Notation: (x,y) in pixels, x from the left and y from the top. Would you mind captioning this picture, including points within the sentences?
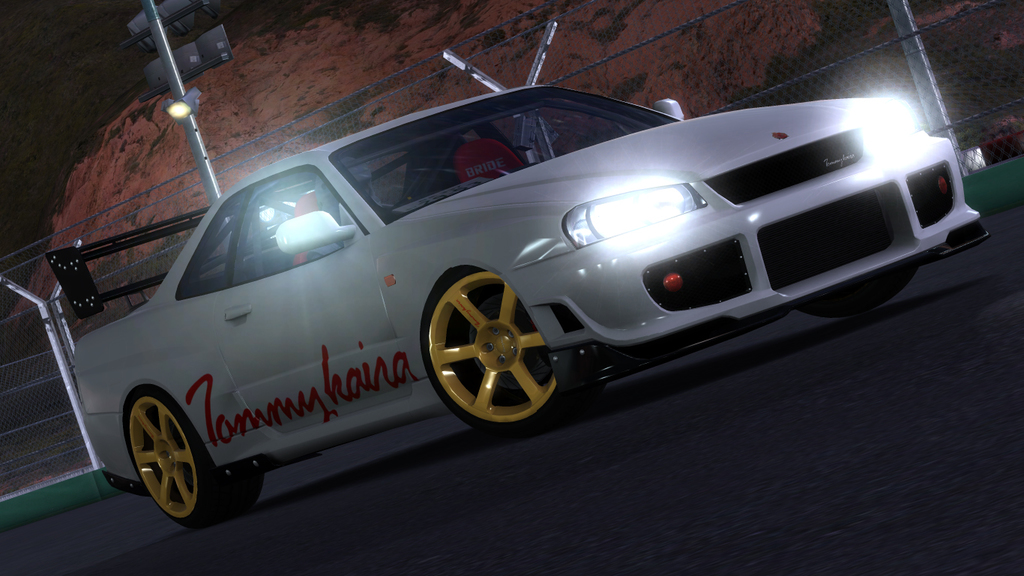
This image consists of a car (235,321) in white color. At the bottom (493,527), there is a road (744,385). In the background (24,215), there is a mountain (78,146). And a fencing (179,177) along with a pole (181,96) and lights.
